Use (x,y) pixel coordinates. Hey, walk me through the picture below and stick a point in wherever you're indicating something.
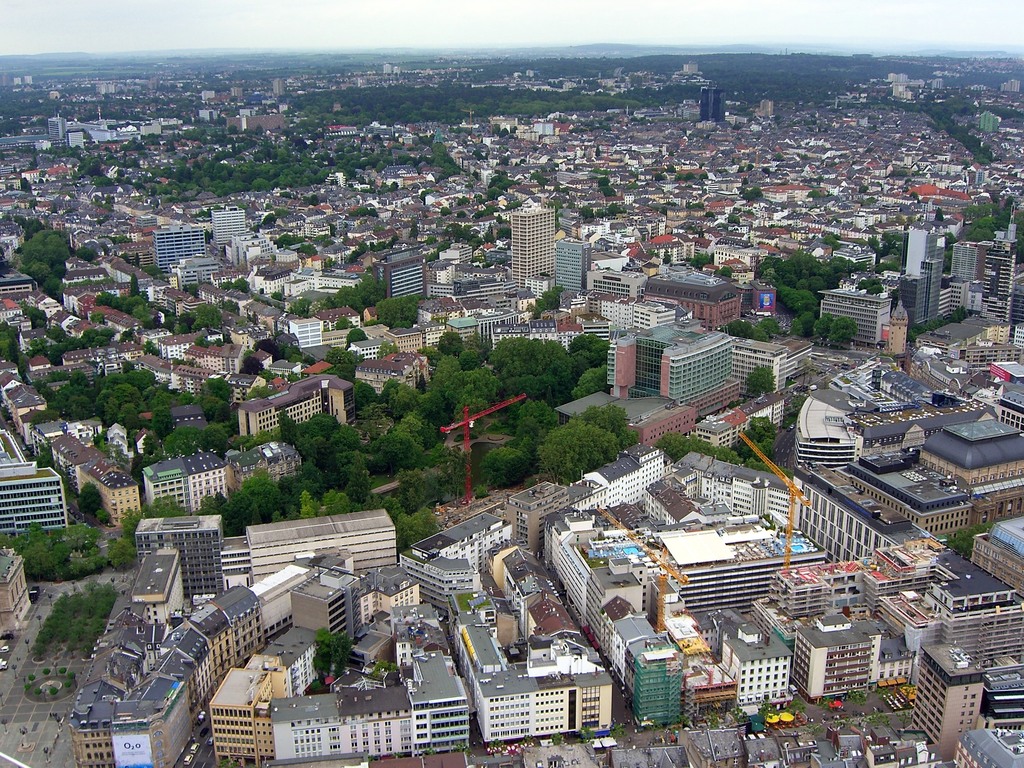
This is an aerial view and here we can see buildings (663,353), trees (490,354), poles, vehicles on the roads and there are towers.
